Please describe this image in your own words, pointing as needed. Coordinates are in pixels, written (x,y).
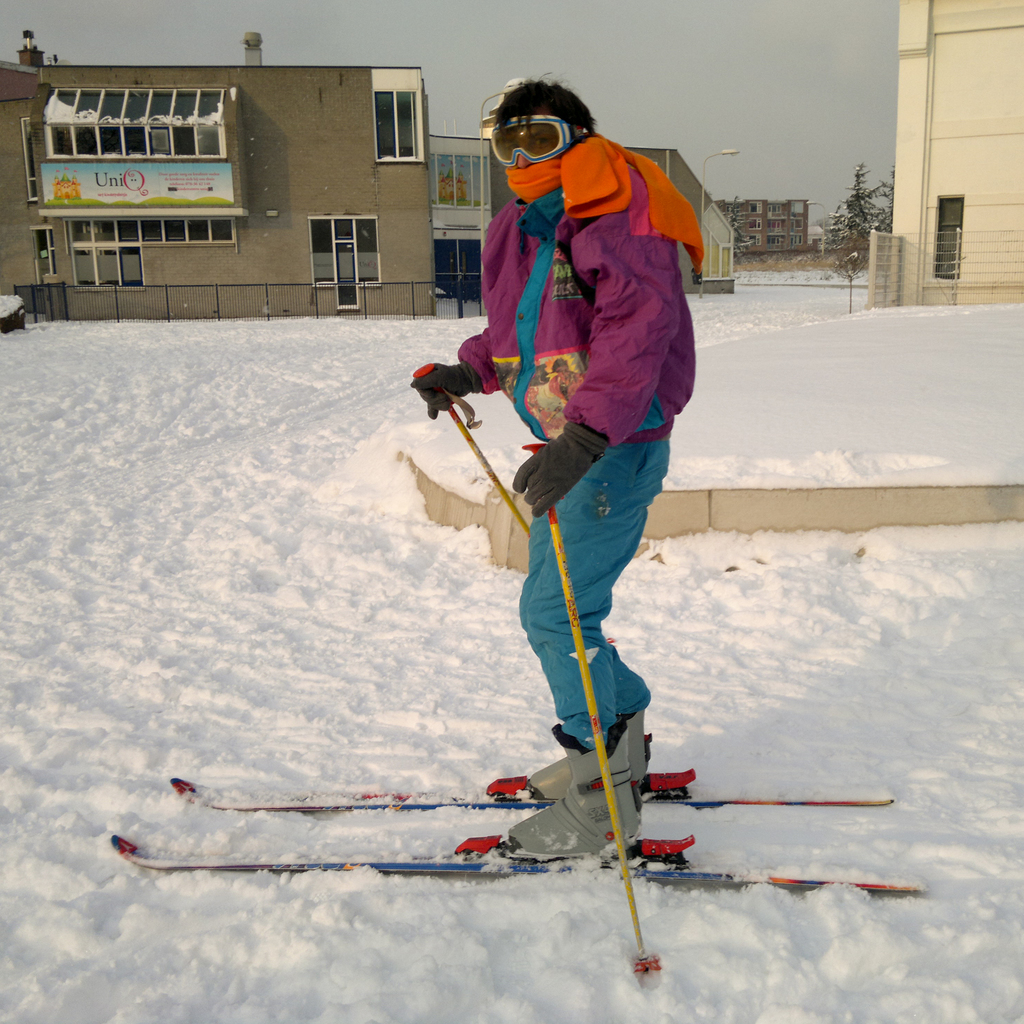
In the center of the image (511,359) there is a man (580,251). He is wearing a ski board (523,788). In the background (219,164) there is a building (260,194), tree (855,213) and the sky (802,136). At the bottom (531,715) there is a snow (234,640).
